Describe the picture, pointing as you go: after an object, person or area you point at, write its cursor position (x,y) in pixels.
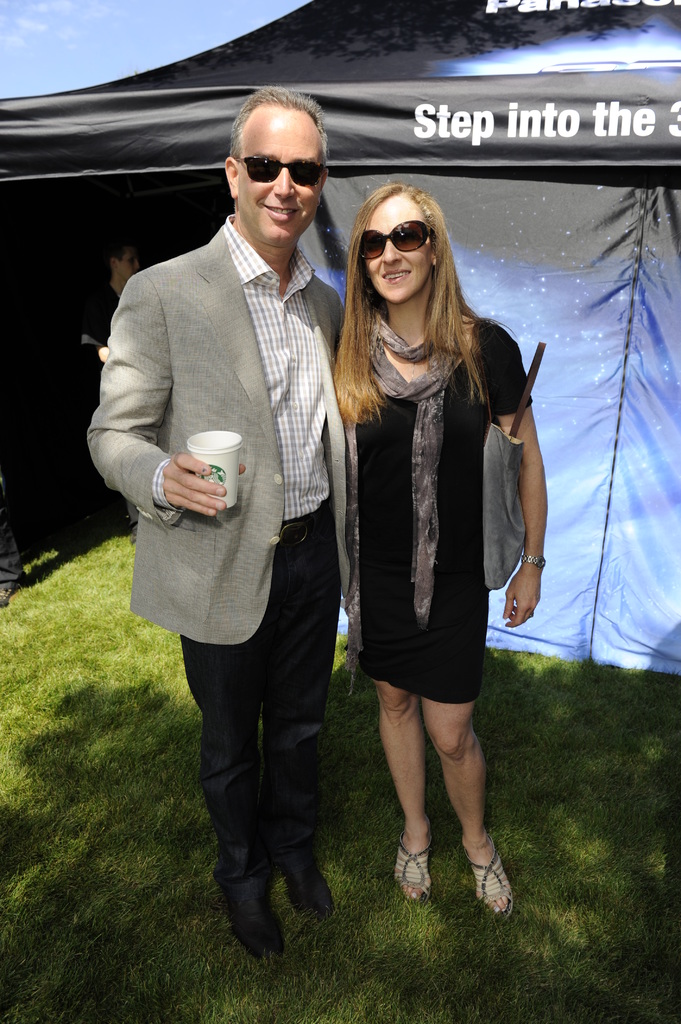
In this picture I can see there is a man (207,246) and a woman (393,689) standing. The man (315,488) is holding a cup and in the backdrop (479,138) there is a tent (420,28) and there is grass (127,678) on the floor (264,1018). The sky (66,78) is clear.
